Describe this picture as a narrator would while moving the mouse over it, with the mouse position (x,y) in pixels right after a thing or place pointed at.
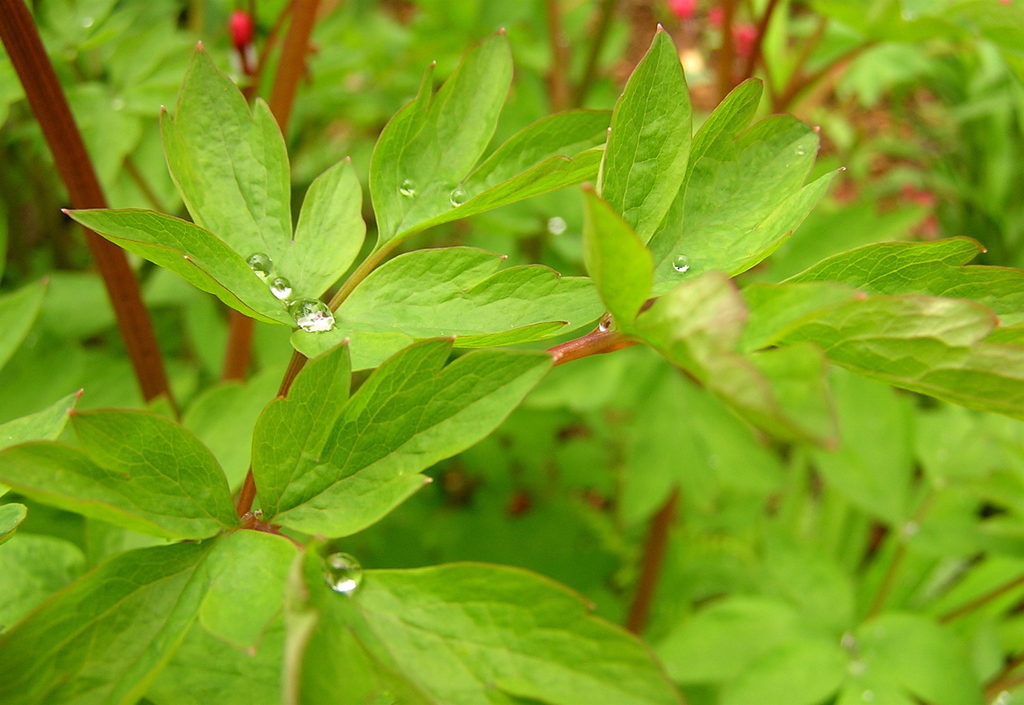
In this picture we can observe green color plants (462,191). There are some water droplets (286,294) on the leaves (368,286). We can observe red color stems (27,44).
